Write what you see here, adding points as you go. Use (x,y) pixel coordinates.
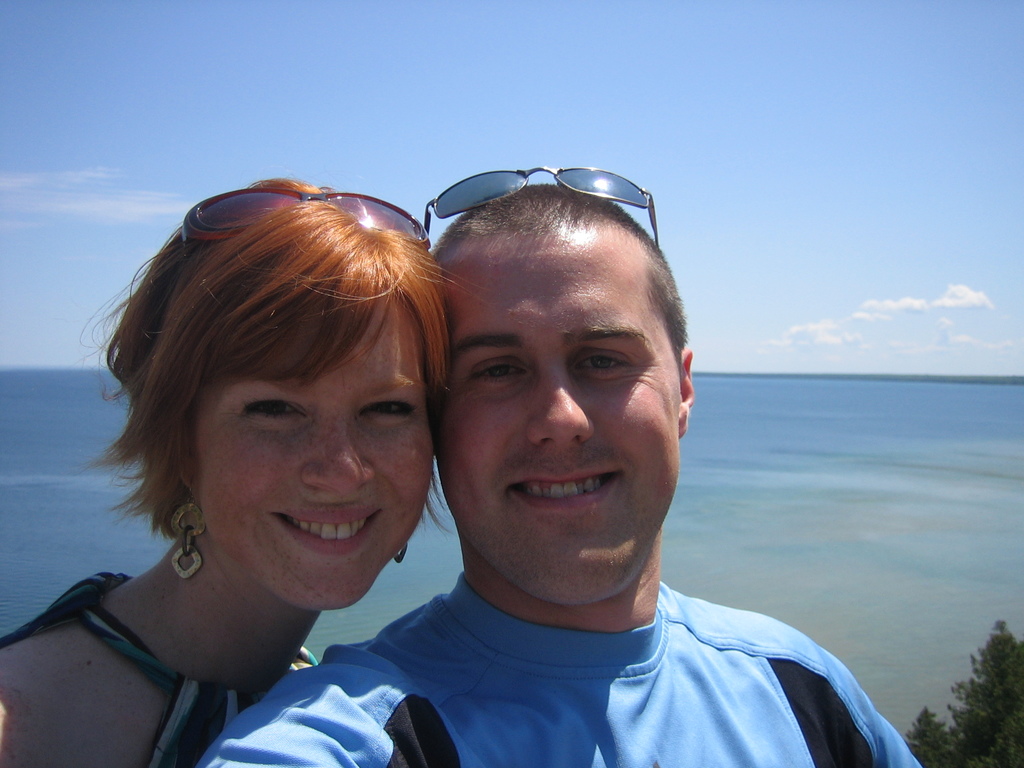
In this picture I can see a man (504,584) and woman (344,475) standing and I can see smile (584,504) on their faces (518,485) and sunglasses (608,193) on their heads (314,245) and I can see water (768,522), tree (987,765) and a blue cloudy sky (696,233).
